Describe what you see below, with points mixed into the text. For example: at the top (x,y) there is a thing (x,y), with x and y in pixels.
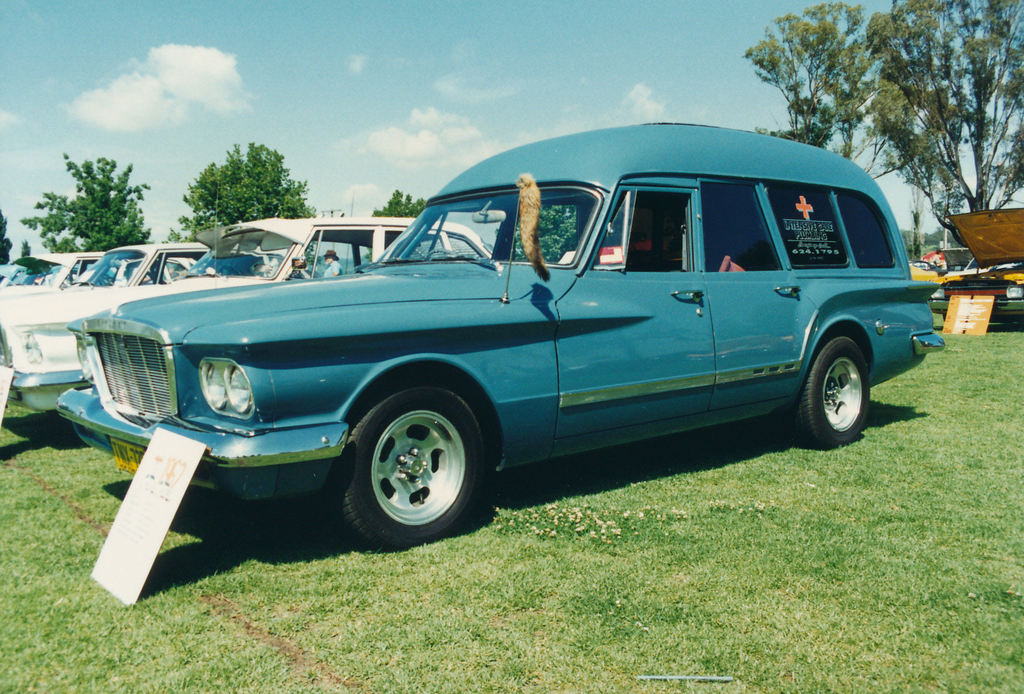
In the image in the center (503,322), we can see few vehicles (311,289) and banners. In the background (430,149), we can see the sky (59,61), clouds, trees (920,239), grass (417,678), one person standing and a few other objects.
